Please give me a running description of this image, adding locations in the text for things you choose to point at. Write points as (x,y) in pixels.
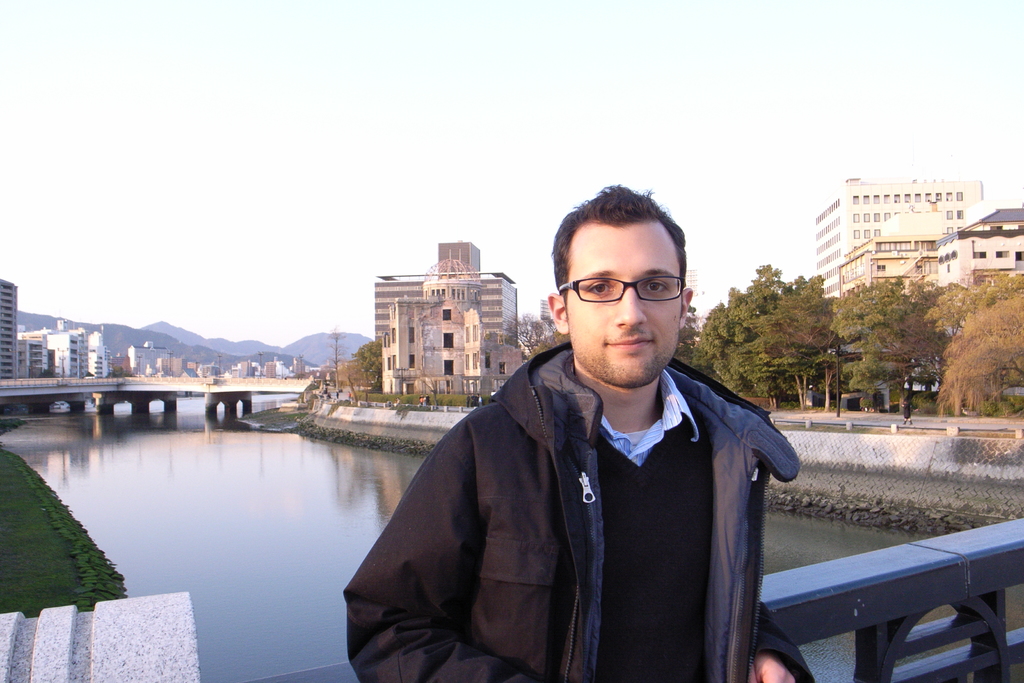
In the center of the image (592,268) there is a person (574,368) standing on the bridge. On the right side of the image (816,362) we can see trees (954,356), buildings (918,239), road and pole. On the left side of the image (158,463) we can see bridge (184,383), water (166,482), grass (44,536), buildings (100,365), hills (200,352). In the background (151,349) there are trees (372,355), building (415,342) and sky (366,178).
